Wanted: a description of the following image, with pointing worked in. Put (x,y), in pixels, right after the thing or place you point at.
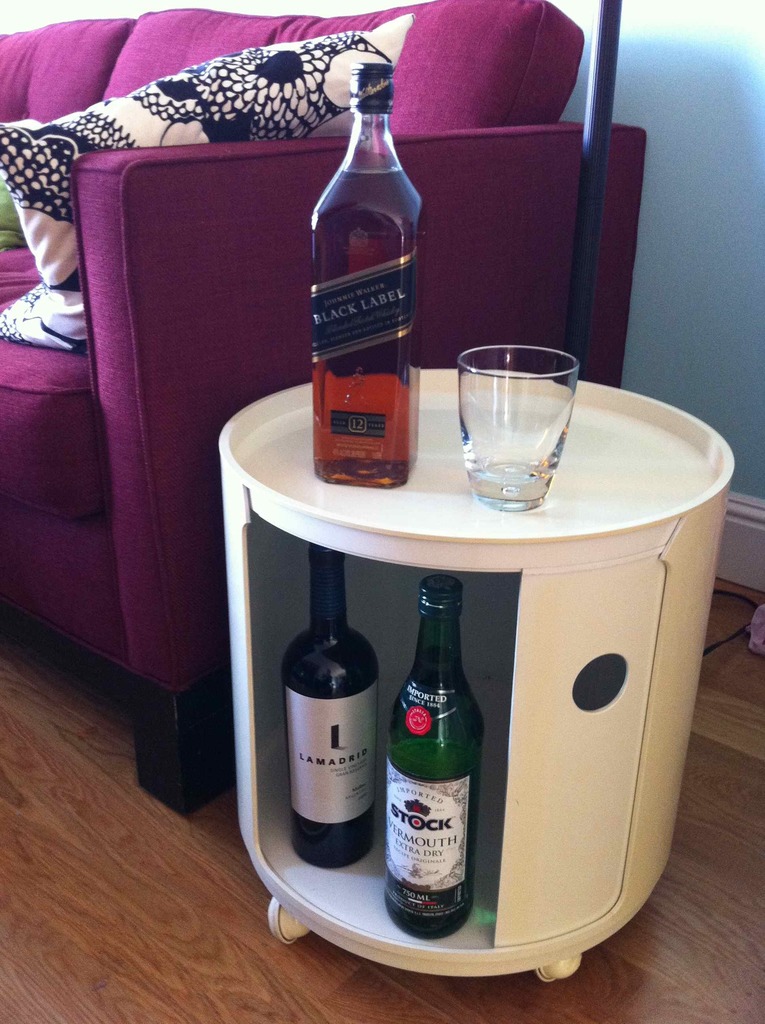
In this image there is a group of wine bottles (382,456) and glass (505,509) in a table (642,445) with 2 wheels (291,938) and there is a couch (211,309), pillow (2,190), wall (732,70).
